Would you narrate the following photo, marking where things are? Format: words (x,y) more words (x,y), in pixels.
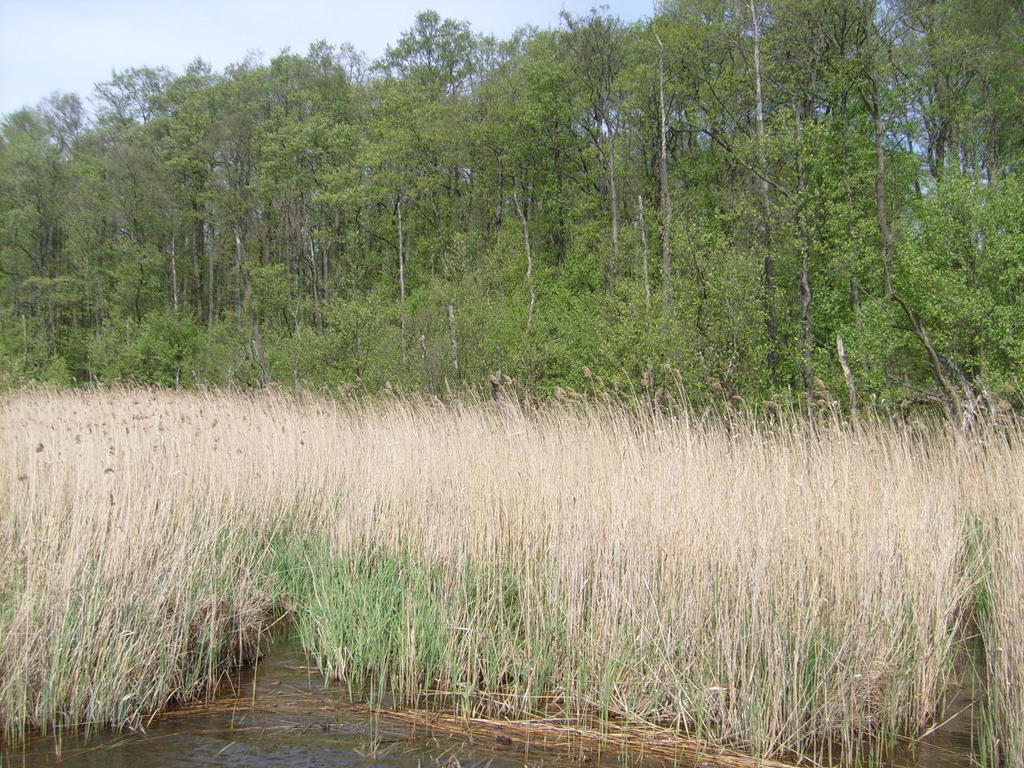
In this image we can see many trees (485,249) and plants (917,430). There is a water (271,750) at the bottom of the image (324,764). We can see the sky (174,35) at the top most of the image (160,40).
